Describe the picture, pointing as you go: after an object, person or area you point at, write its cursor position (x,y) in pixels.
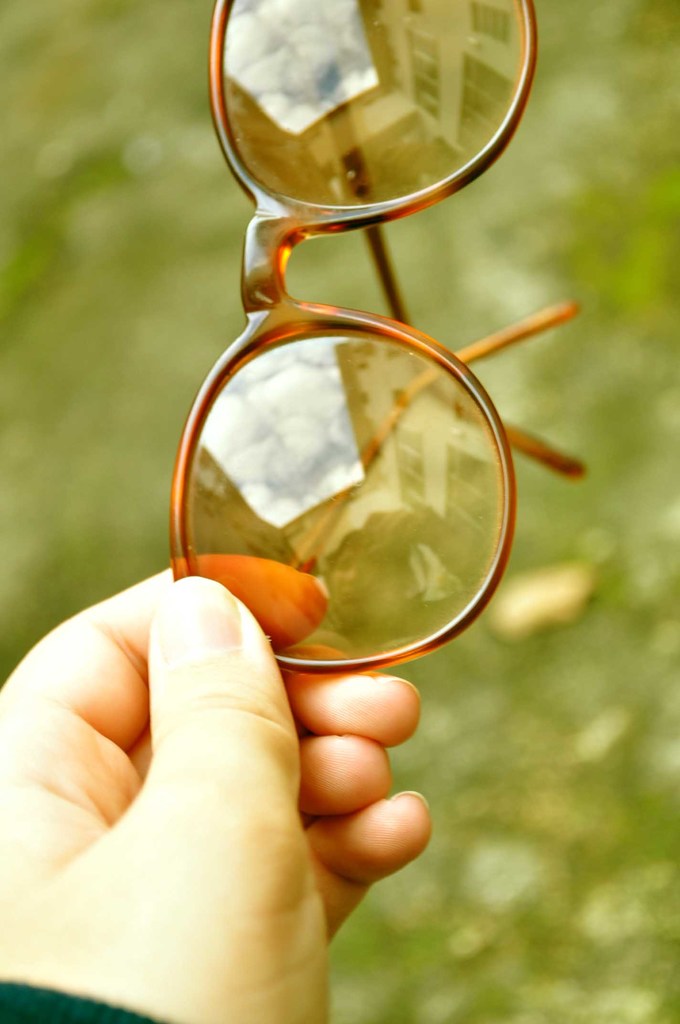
In this image we can see a hand (236,955) of a person (259,794) holding specs (507,340). In the background of the image (199,204) is in a blur.
